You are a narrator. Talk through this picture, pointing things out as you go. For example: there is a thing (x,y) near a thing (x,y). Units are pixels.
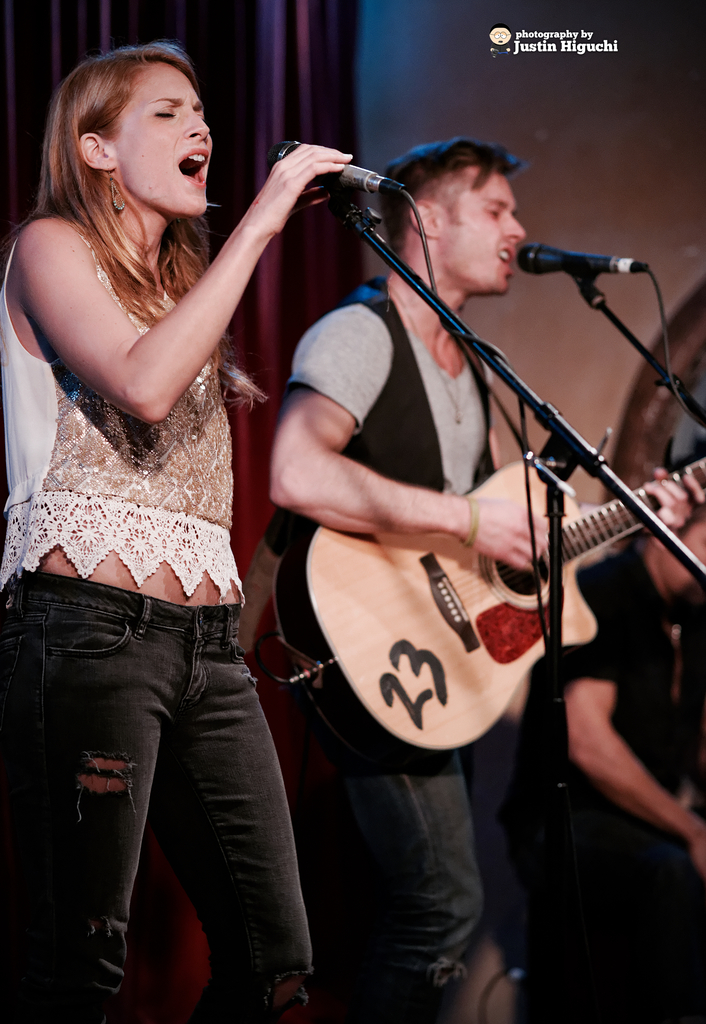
Woman (102,139) on the left side of the picture (179,347) is holding microphone (383,184) in her hand (323,195) and she is singing on it. Beside her, man (444,420) in grey and black shirt (409,464) is holding guitar (482,642) in his hand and singing on microphone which is placed in front of him. Beside them, we see a brown wall (573,139) and behind them, we see red sheet (287,55).
